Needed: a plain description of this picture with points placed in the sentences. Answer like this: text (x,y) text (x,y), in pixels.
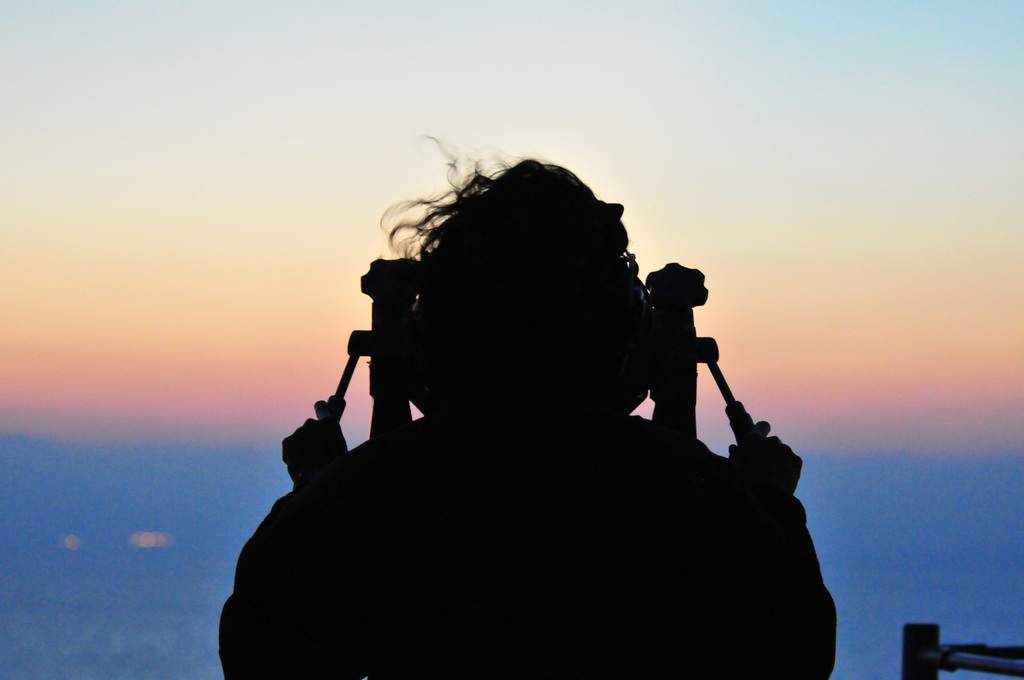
In this image we can see a person (508,483) holding an object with his hand (337,432). On the right side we can see a metal stand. On the backside (253,498) we can see a water body (115,504) and the sky (309,199) which looks clear.
